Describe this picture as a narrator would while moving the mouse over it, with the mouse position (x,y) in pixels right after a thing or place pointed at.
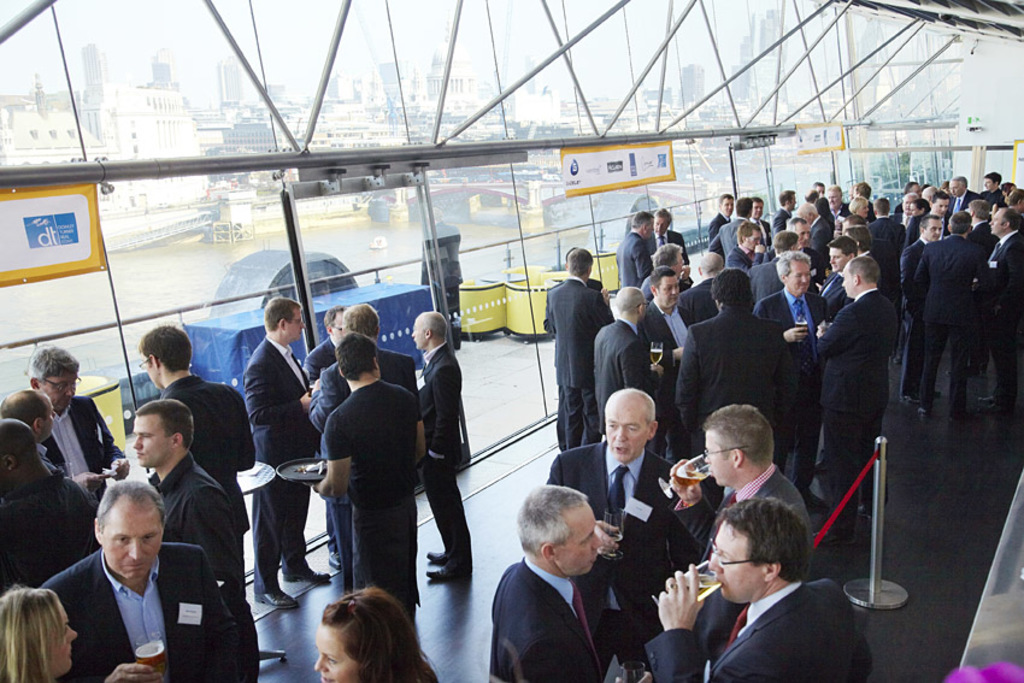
In this image we can see a group of people (681,377) standing on the floor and they are having a drink (659,595). They are wearing a suit (813,413) and a tie (735,501). Here we can see a table (409,305) which is covered with a blue cloth (408,291). Here we can see the truss scaffolding roof structure (778,74).
